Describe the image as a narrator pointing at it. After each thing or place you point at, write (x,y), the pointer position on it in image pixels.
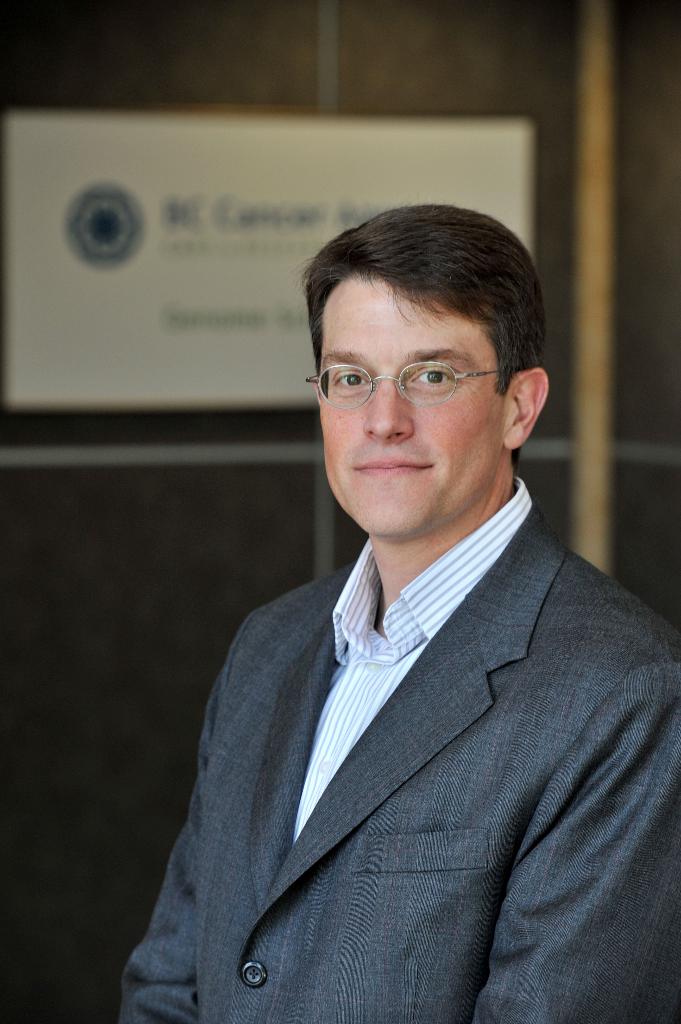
In the image there is a man (384,517) with spectacles (420,391) is standing. Behind him there is a wall (652,272) with poster (97,276) on it.
